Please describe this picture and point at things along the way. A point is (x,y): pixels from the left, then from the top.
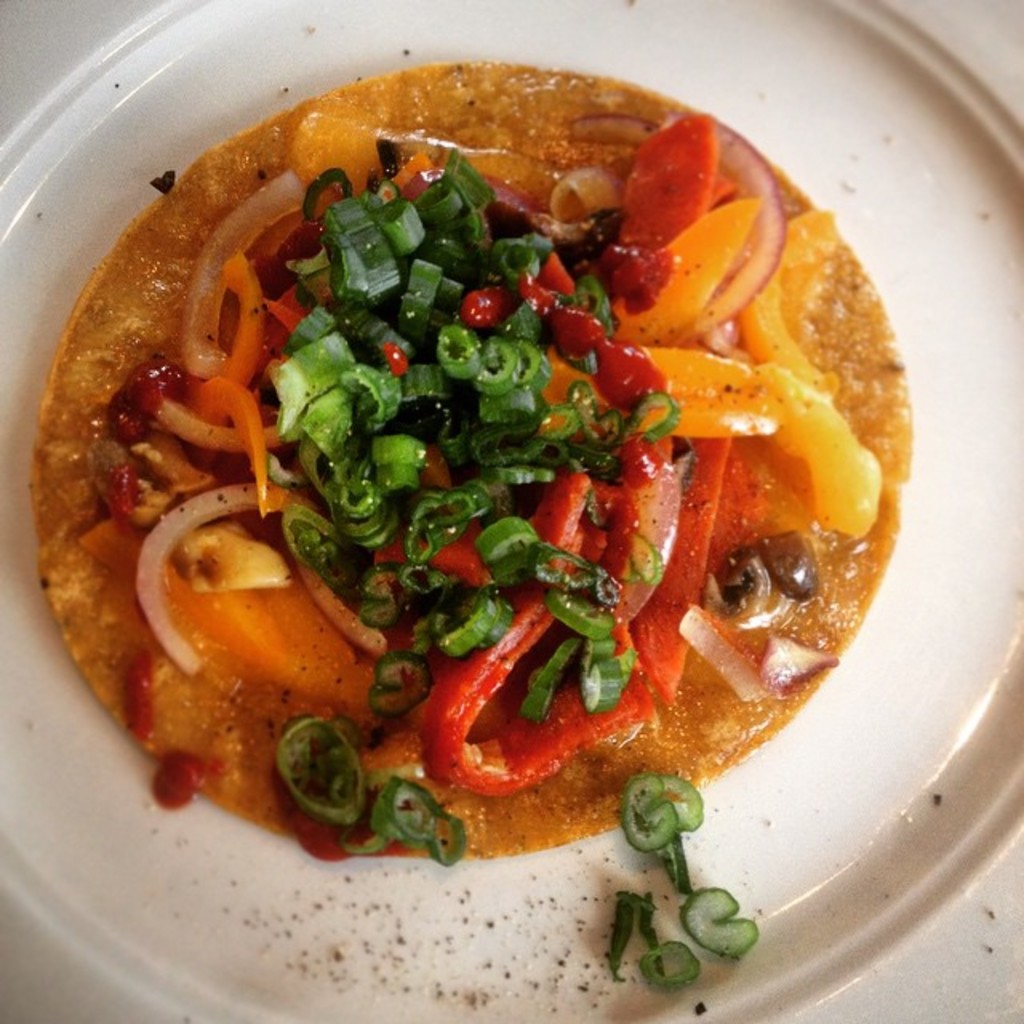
In this picture, there is a plate (470,892) with some food (363,518).
